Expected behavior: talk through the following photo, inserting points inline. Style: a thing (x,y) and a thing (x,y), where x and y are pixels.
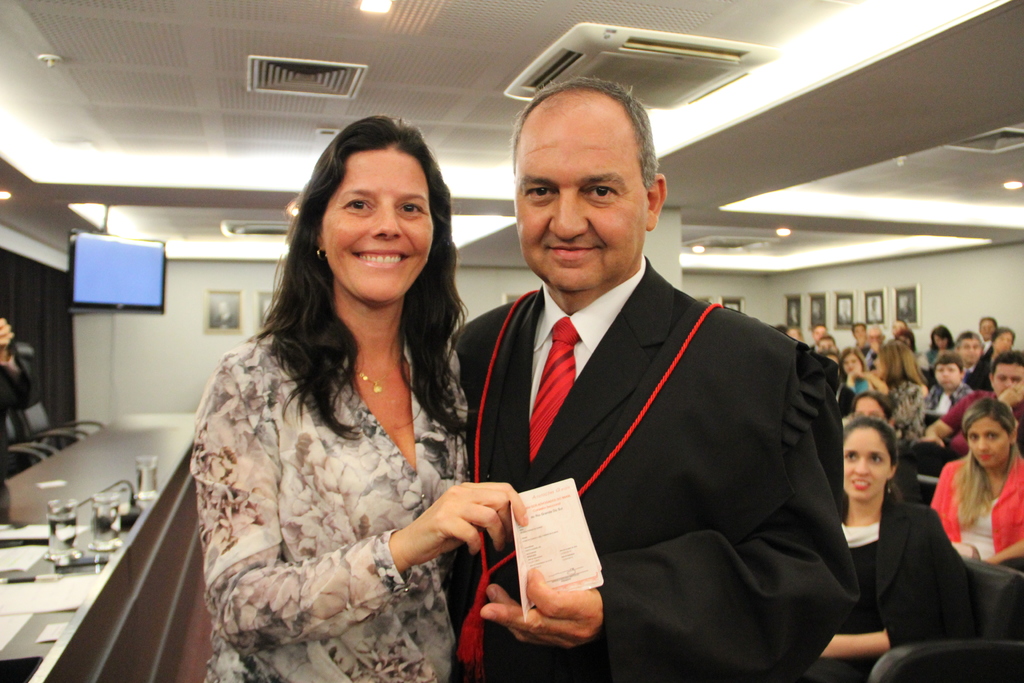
In the center of the image (447,427) we can see two persons (410,473) are standing and they are smiling, which we can see on their faces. And they are holding some object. On the left side of the image (35,567), we can see human hands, chairs (29,410) and one table (35,492). On the table (86,597), we can see glasses (100,549), papers (38,598) and a few other objects (24,664). In the background (225,322) there is a wall (917,256), one monitor (96,276), photo frames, lights (959,241), few people (899,449) are sitting, few people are standing and a few other objects (61,351).
